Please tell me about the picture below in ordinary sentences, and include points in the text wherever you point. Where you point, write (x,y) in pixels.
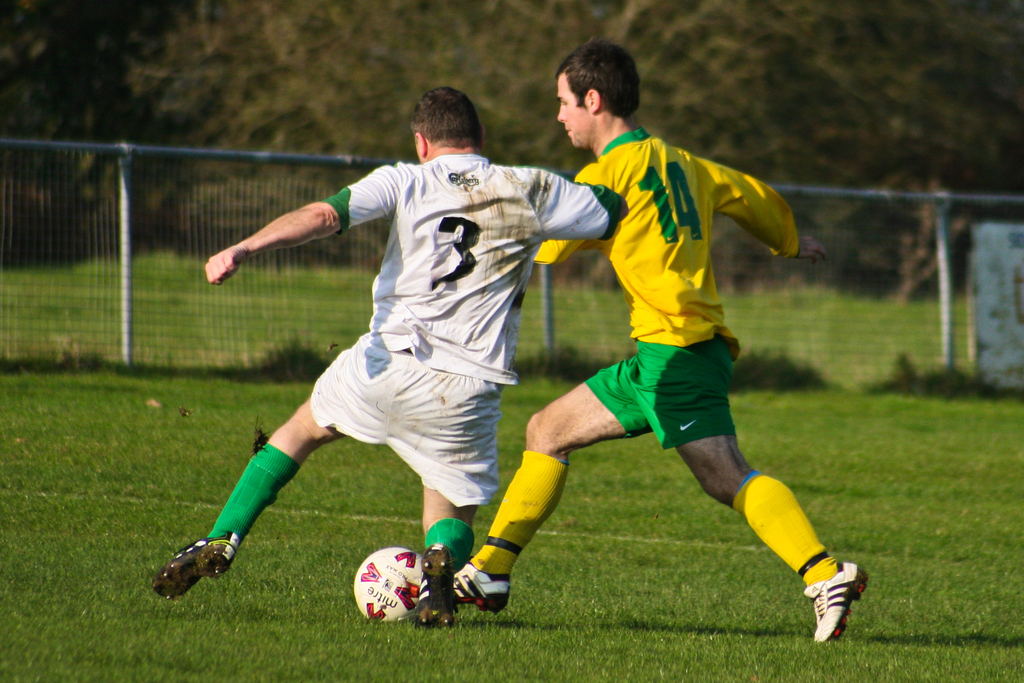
In this picture we can see two persons (606,196) are playing in the ground (179,460). This is ball (403,588). On the background (1001,88) there is a fence (327,261) and these are the trees (865,126). And this is grass (969,558).
